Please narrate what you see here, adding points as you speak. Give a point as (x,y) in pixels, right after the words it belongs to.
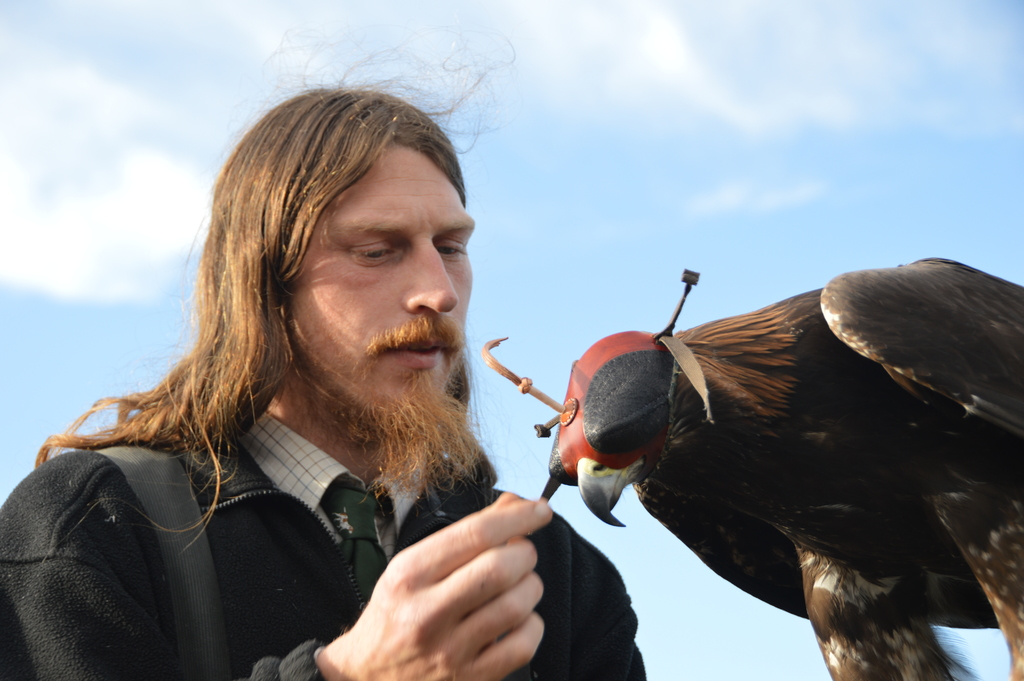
In this image we can see a man (574,647) and a bird (716,477). In the background (731,229) there is sky (549,145) with clouds (131,133).
